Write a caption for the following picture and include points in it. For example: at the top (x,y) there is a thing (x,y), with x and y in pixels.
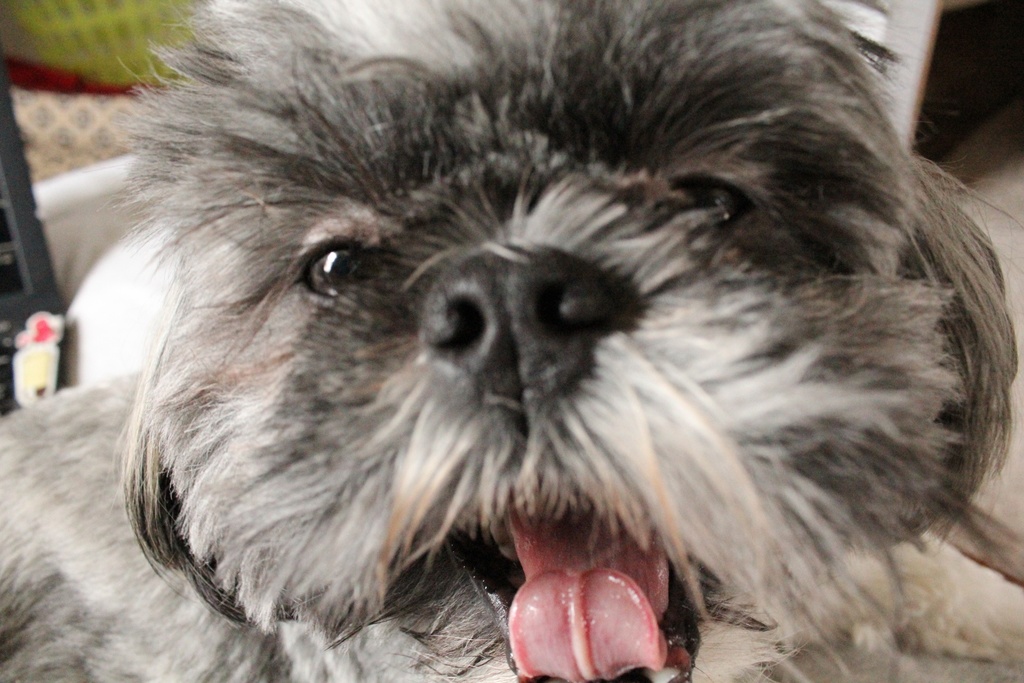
In this image I can see the dog (397,367) which is in black, white and brown color. I can see there is a blurred background (1,8).
